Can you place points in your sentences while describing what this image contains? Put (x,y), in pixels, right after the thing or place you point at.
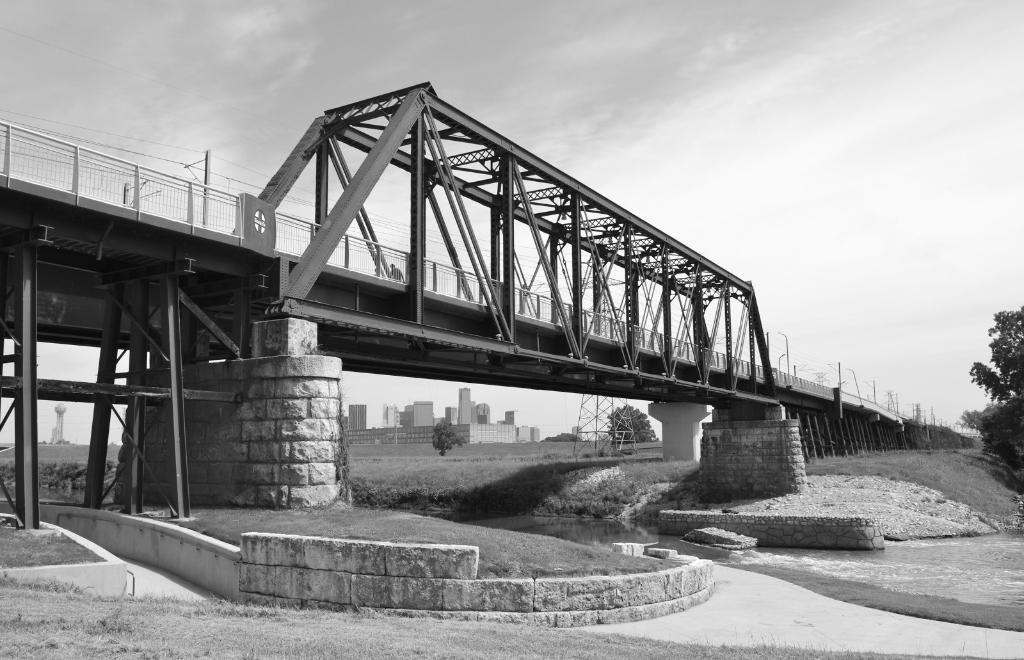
This picture is clicked outside. In the foreground (523,627) we can see a water body (774,559), grass (415,522), trees (635,418) and the metal rods (136,385). In the center (424,349) we can see the bridge (429,264) and the metal objects (423,264) and the pillars (336,438). In the background (1010,194) we can see the sky (836,211) and the buildings (423,402) and some other objects (51,440).
